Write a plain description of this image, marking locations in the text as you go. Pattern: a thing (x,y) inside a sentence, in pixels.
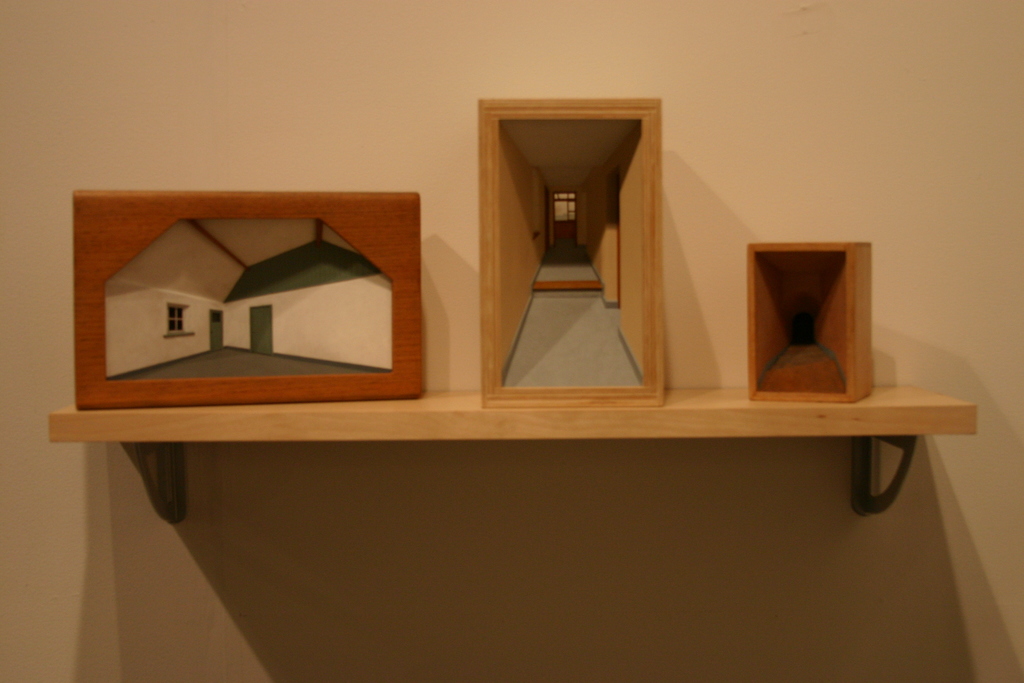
In this image we can see decors (339,327) placed on the wooden shelf (905,416) and attached to the wall (635,484).
